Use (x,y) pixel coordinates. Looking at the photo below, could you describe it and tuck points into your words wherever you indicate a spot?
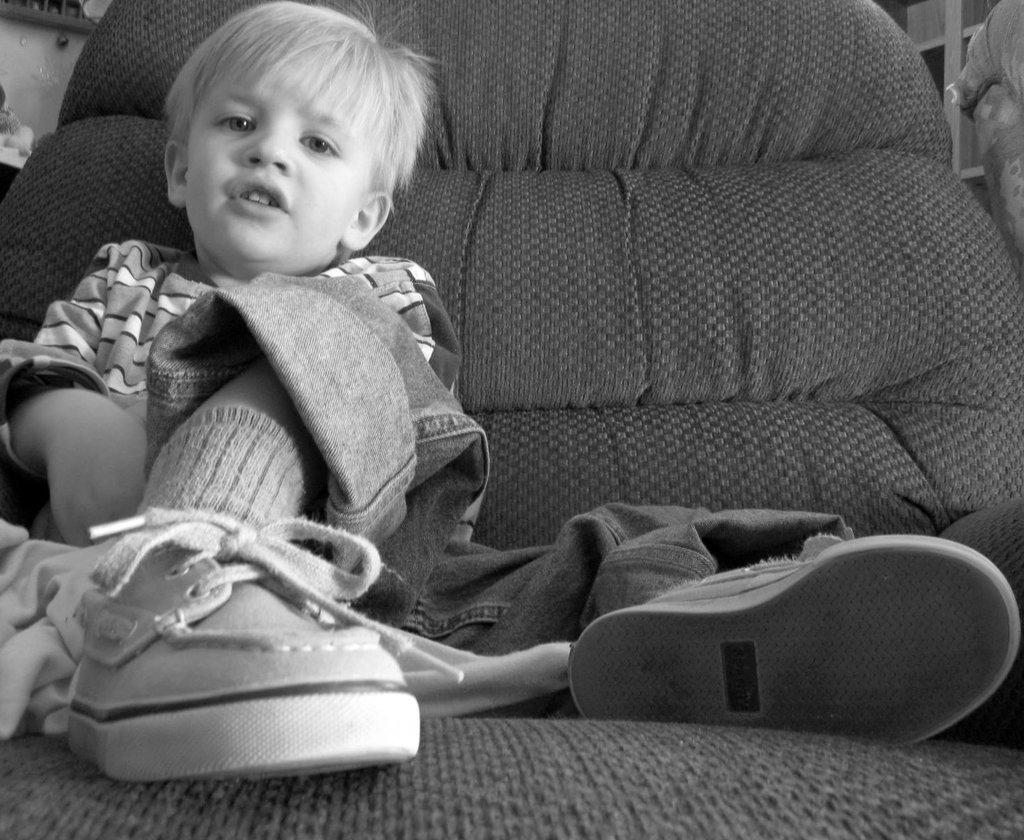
In this picture there is a boy (358,209) sitting on the sofa (30,220) and the boy (83,335) is wearing shoes (310,693). At the back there is a wall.
